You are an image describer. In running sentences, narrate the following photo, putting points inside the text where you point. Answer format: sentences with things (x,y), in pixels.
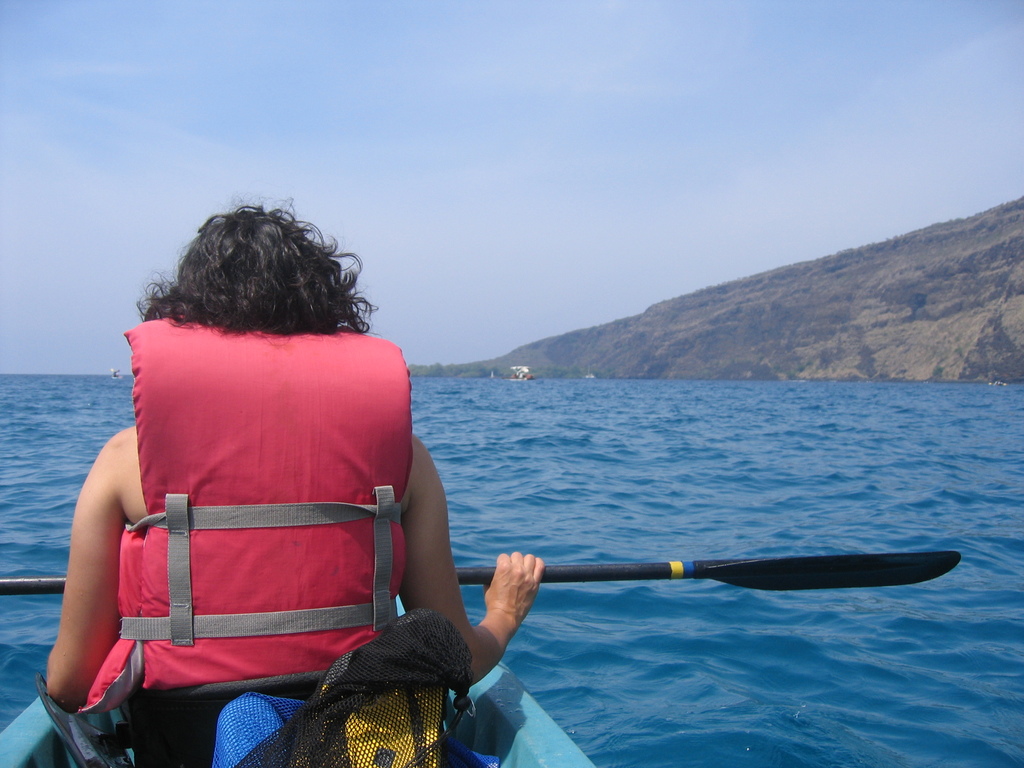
In this image I can see a person (205,542) wearing red colored jacket (271,452) is holding a paddle (481,582) in her hand (514,565) is sitting in a boat (471,711) which is blue in color. I can see the water (537,692), the mountain (725,342), the sky (542,98) and few other objects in the background (127,357).
